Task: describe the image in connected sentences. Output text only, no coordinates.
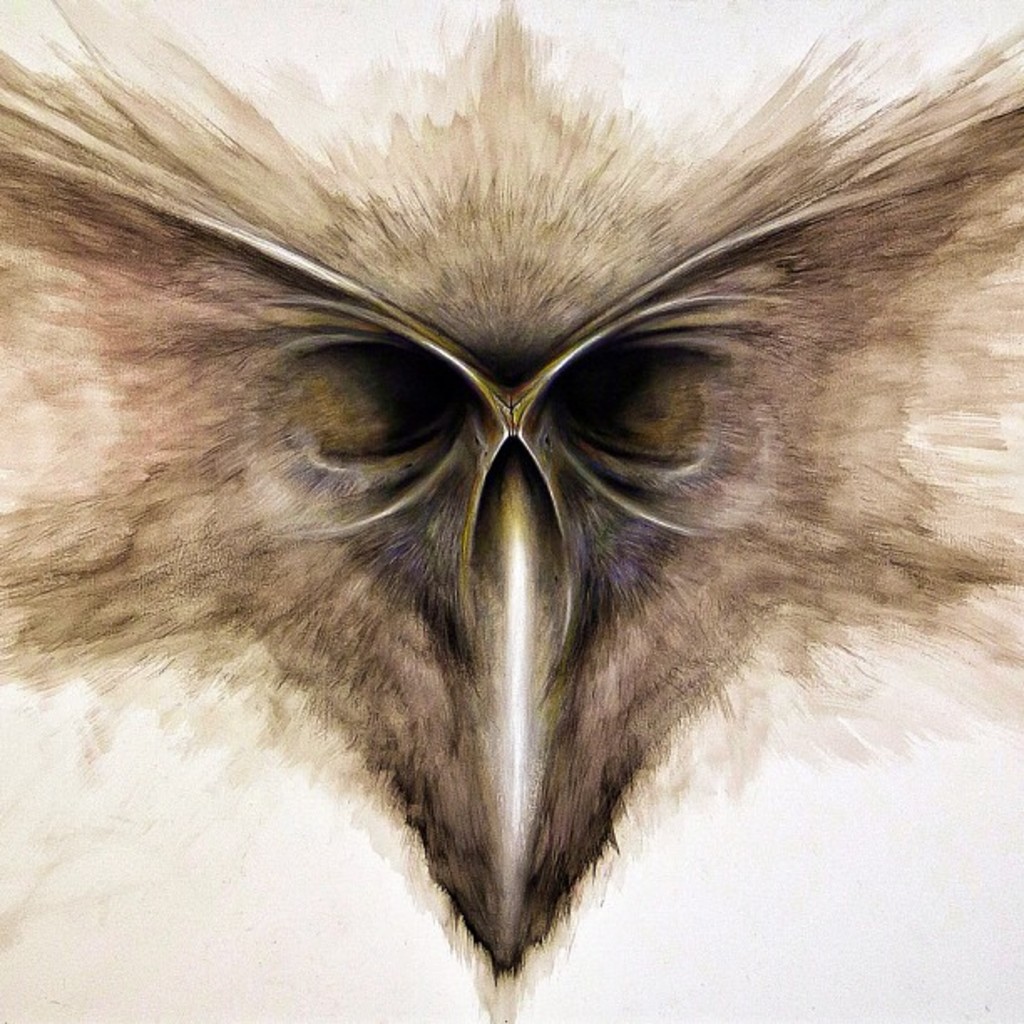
In this image we can see bird's eyes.
